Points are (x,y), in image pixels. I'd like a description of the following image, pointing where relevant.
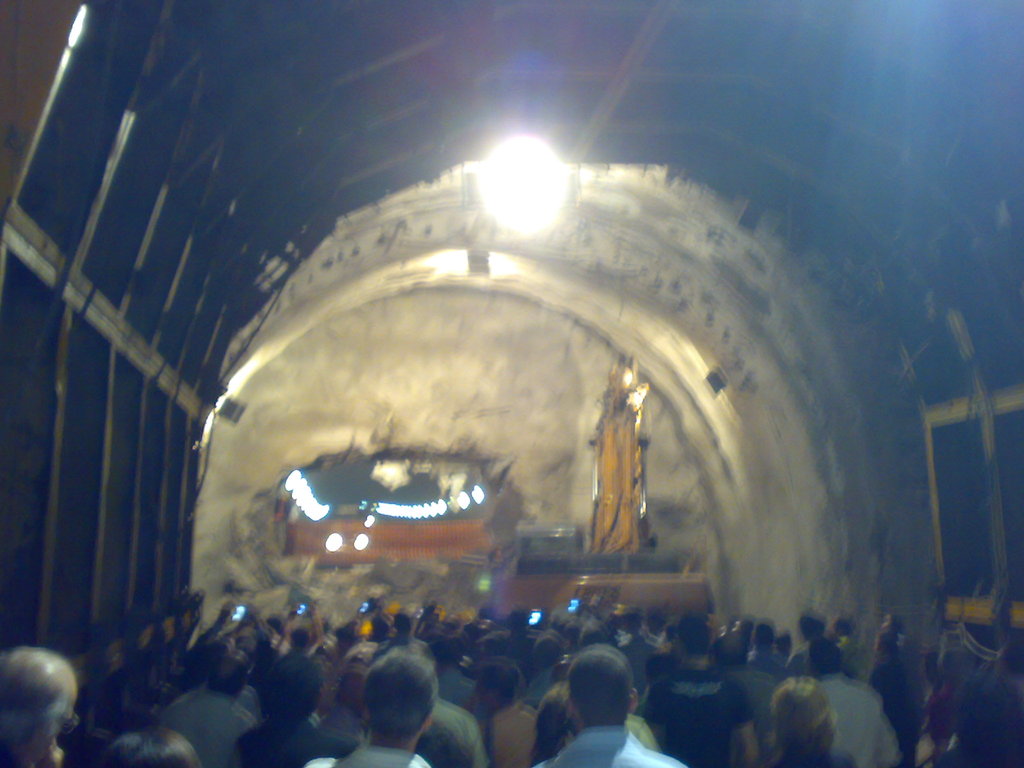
In this image we can see excavator (604,483) excavating the tunnel (489,419). At the bottom of the image (468,692) we can see persons (505,699).
